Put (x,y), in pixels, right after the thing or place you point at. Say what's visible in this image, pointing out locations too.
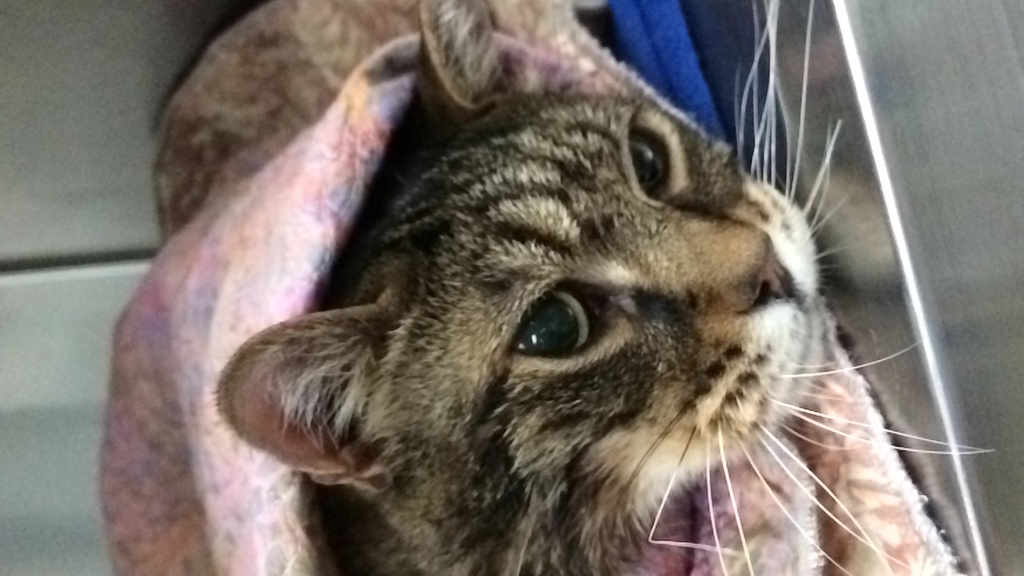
In the image we can see there is a cat (570,290) which is wrapped around a cloth (848,547).
